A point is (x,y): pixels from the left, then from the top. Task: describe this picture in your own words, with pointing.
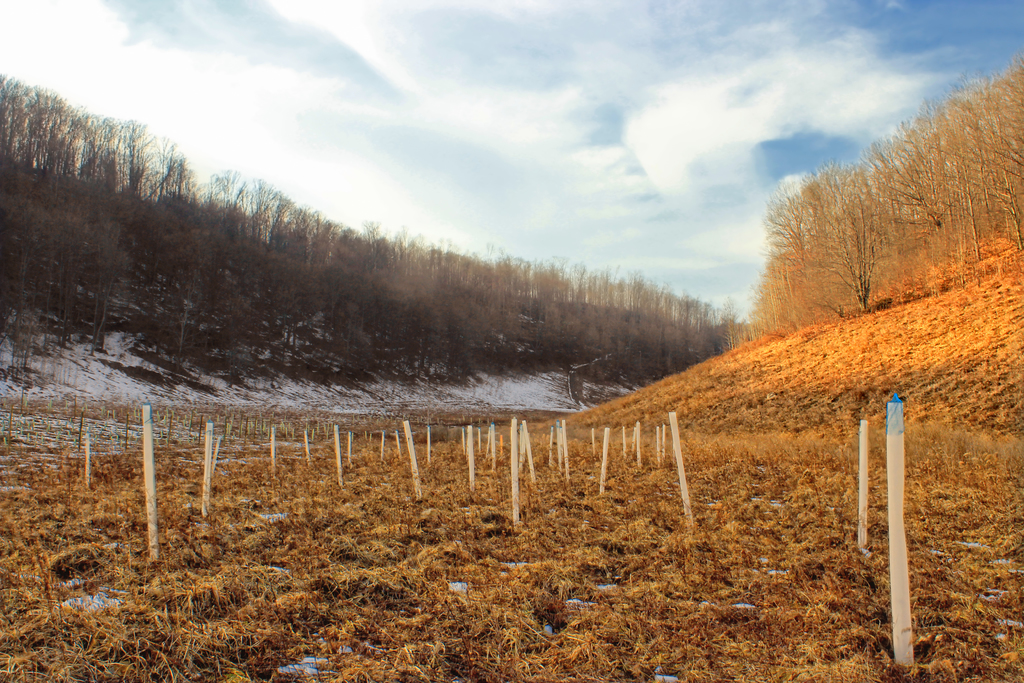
In this picture I can see there is dry grass (419,569), few white poles (146,420), there is snow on the floor (658,468) on the left side (341,388). There are few trees (612,280) at left (302,332) and right sides. The sky (646,131) is cloudy.
